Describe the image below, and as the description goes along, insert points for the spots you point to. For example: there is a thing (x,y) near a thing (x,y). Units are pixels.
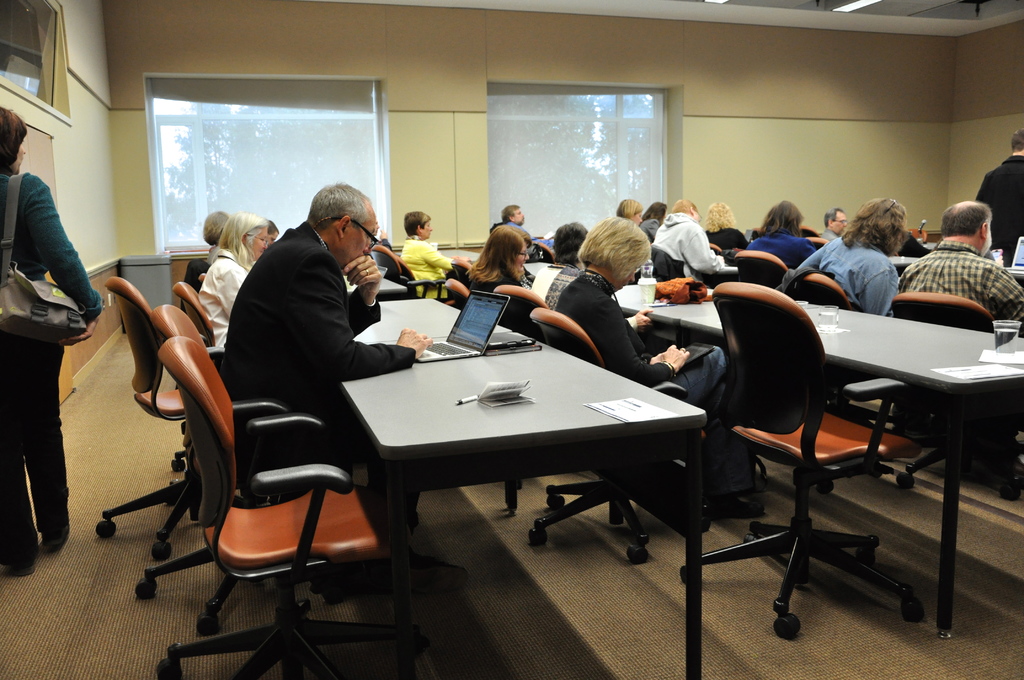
In this picture we have so many people (953,271) are sitting on the chair (958,298) in front of them table (561,389) on the table (483,382) we have laptops (461,332) papers (512,401) pens (471,399) bottles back side we can see one woman (23,374) is walking and she is carrying a shoulder bag (65,315) and one man (1020,142) is in standing position.
